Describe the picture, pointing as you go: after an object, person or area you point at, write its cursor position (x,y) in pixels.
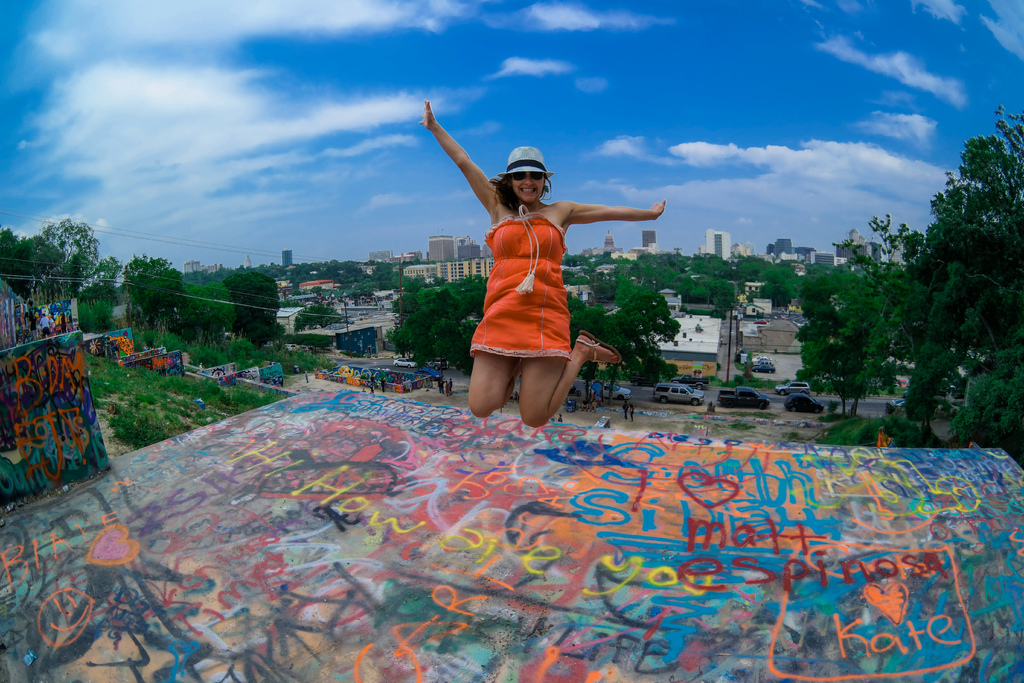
In this image we can see a woman (516,313) wearing the cap (535,152) and smiling and also jumping. We can also see the graffiti surface (427,536) and also the graffiti wall (49,417). In the background (679,307) we can see many trees (403,312), buildings (449,252) and also the vehicles (751,400) on the road (848,408). We can also see some people (452,386). There is sky (506,74) with the clouds (229,127). We can also see the electrical wires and also the pole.
